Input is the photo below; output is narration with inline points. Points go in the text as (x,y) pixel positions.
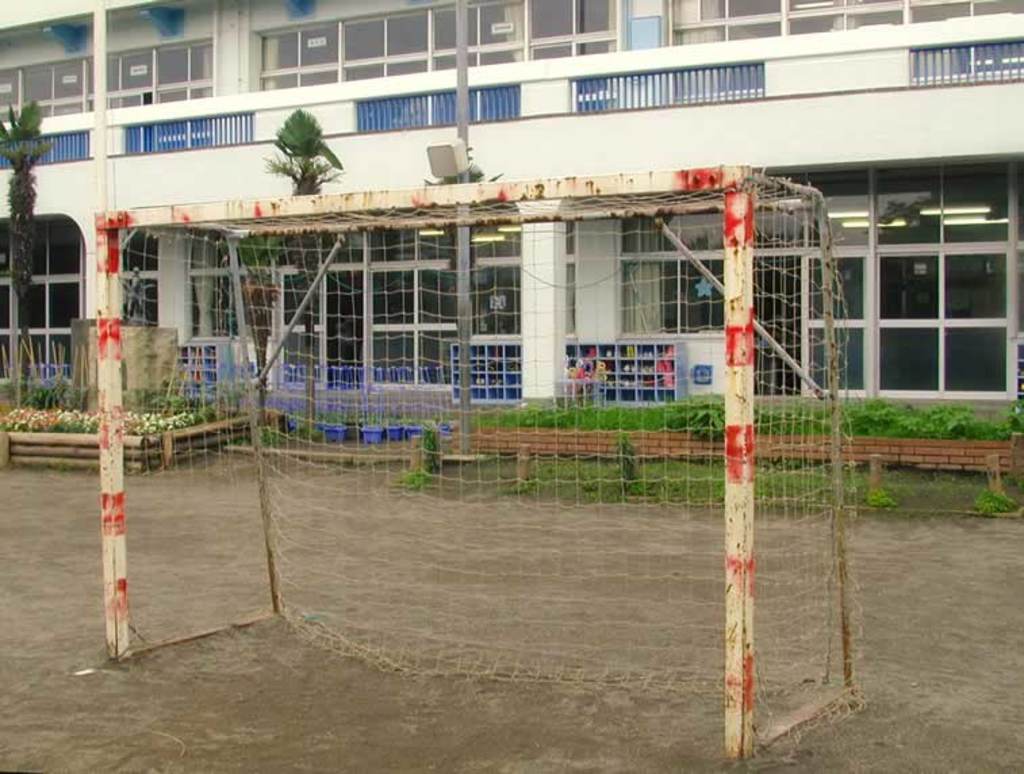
In the image there is a goal post (116,475) in the front (850,606) with a building (508,340) behind it with small plants (942,426) in front of it.
